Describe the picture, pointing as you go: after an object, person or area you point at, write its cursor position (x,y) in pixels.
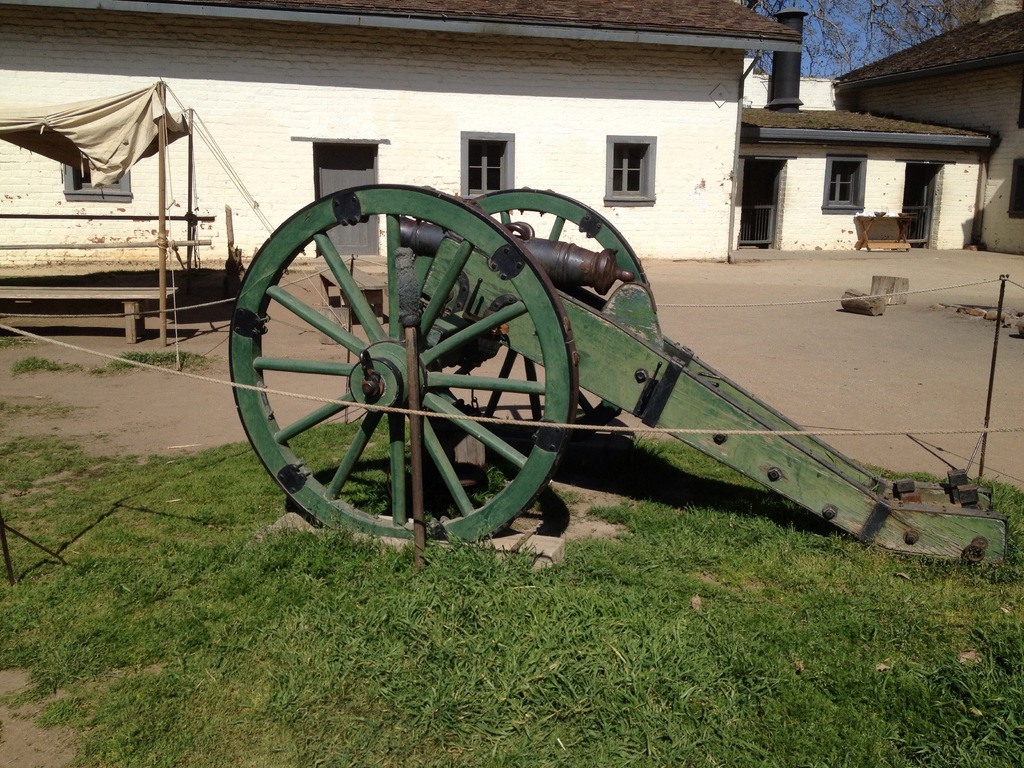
This is an outside view. At the bottom of the image (410,669) I can see the grass (617,636) and also there is a cannon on a wooden carriage (553,326) which is in green color. In the background (435,154), I can see few houses (658,140). On the left side (173,124), I can see a tent (95,123) under this a bench (103,292) is placed on the floor (57,348). In the top right (863,20), I can see few trees (848,29).
